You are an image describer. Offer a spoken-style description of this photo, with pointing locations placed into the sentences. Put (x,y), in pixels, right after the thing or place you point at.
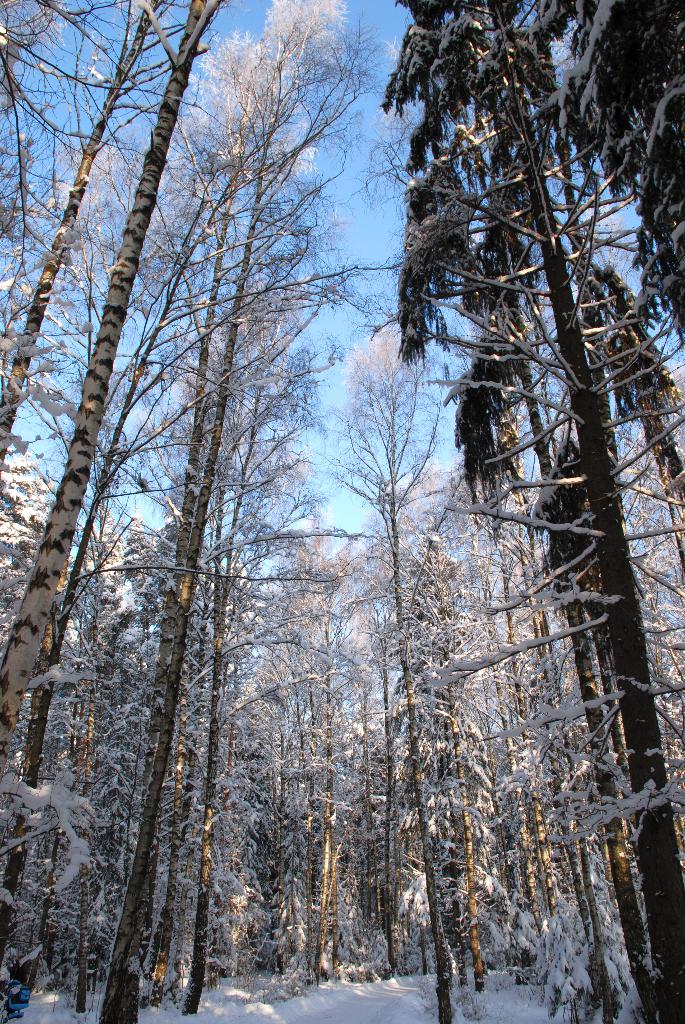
In the picture we can see a trees (371,803) on the snow surface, on the trees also we can see a snow (537,758) and in the background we can see a sky (335,355).
